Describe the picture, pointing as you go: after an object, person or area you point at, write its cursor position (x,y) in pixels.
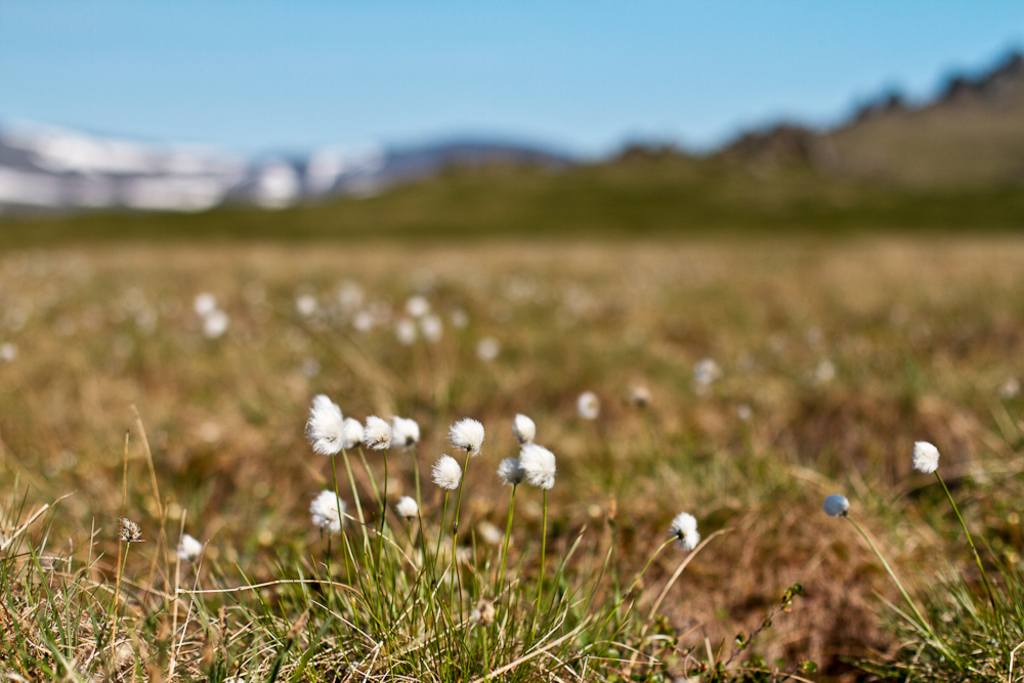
In this picture we can see flowers (396,430), plants (447,312) and in the background (231,155) we can see mountains (552,183), sky (142,115) and it is blurry.
